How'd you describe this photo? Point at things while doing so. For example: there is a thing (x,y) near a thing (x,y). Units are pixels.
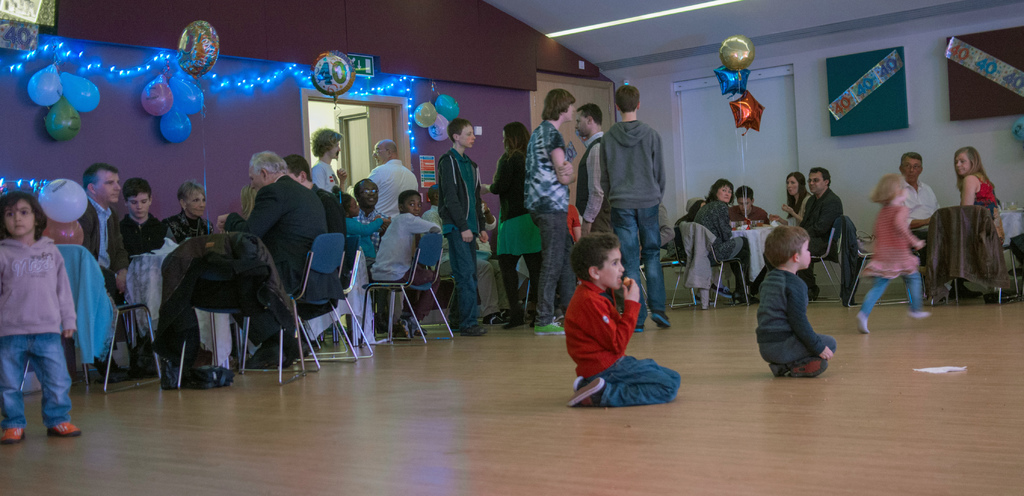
In the center of the image (617,304) there are kids (789,328). In the background of the image (346,226) there are people (298,222) sitting on chairs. There are tables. There is a wall (233,80) with lights (263,78) and balloons (161,81). There are doors (359,99). At the top of the image (722,16) there is ceiling (567,16). At the bottom of the image (522,452) there is wooden floor (437,455). To the left side of the image (27,226) there is a kid (7,300) standing.
